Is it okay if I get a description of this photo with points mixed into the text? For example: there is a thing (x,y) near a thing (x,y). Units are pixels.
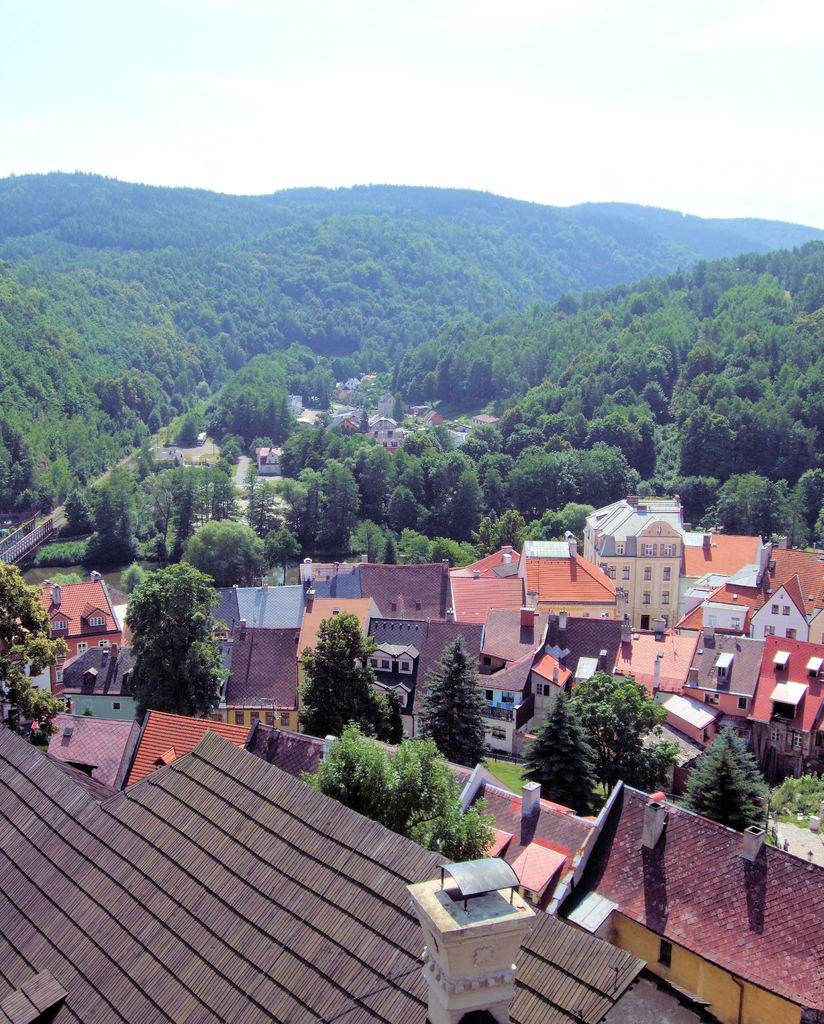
In this picture we can see houses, bridge (13,548), water (49,575), trees (244,339) and the sky (345,74).
